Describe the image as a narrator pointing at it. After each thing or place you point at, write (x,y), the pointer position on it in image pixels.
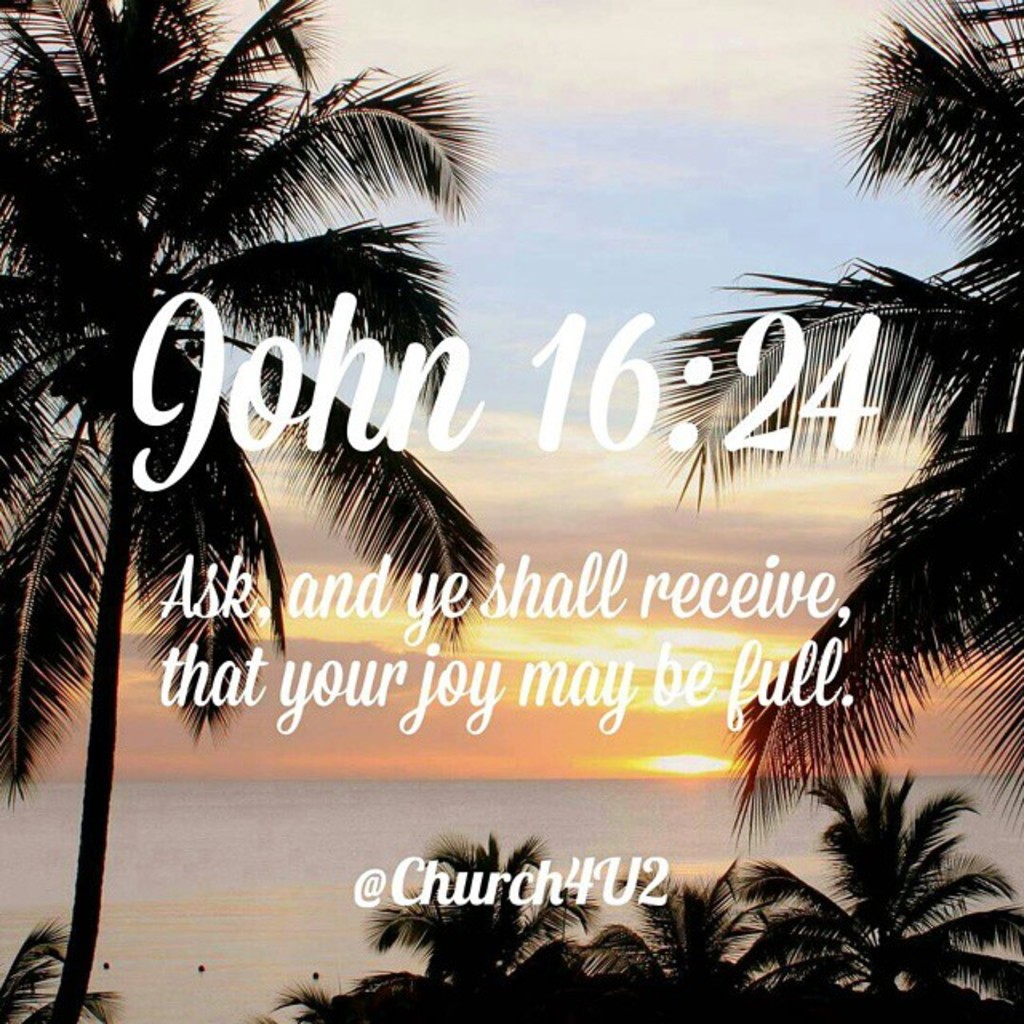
In this picture I can see there are few trees (178,442), and ocean (402,822) and the sky (906,237) is cloudy. There is something written on the image.
